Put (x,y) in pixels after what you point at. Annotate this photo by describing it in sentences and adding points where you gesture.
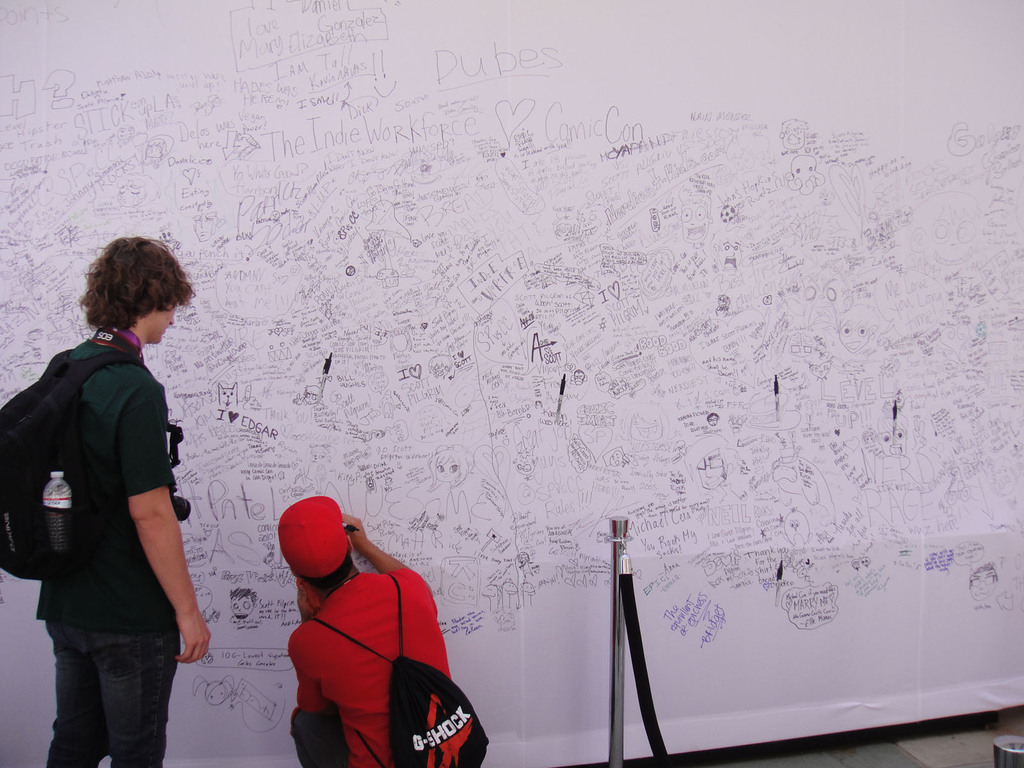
This picture shows a man (173,539) standing. He wore a backpack (79,406) on his back (90,391) and we see a man (394,610) writing on the wall (440,431). He wore a cap (339,508) on his head (329,565) and a backpack (404,689) on his back (383,713) and we see a rope fence (622,641) and we see written text (680,455) on the white wall (625,182).
